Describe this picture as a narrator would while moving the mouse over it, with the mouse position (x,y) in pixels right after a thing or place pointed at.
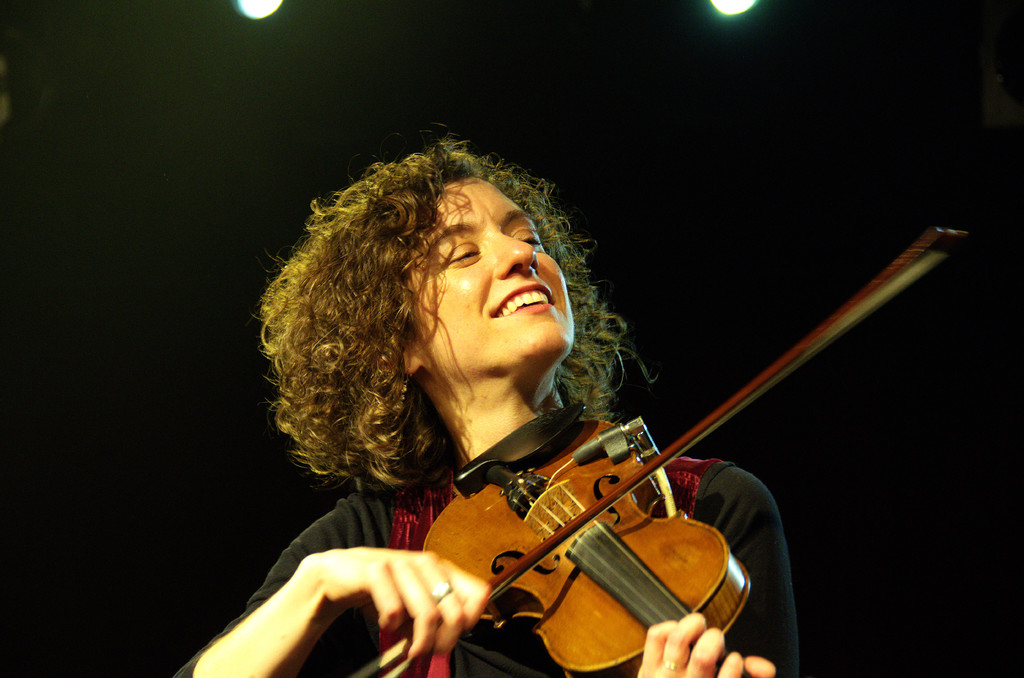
This is the picture of a lady (523,655) with short hair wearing black and red dress (776,600) holding a violin (616,511) and playing it.
